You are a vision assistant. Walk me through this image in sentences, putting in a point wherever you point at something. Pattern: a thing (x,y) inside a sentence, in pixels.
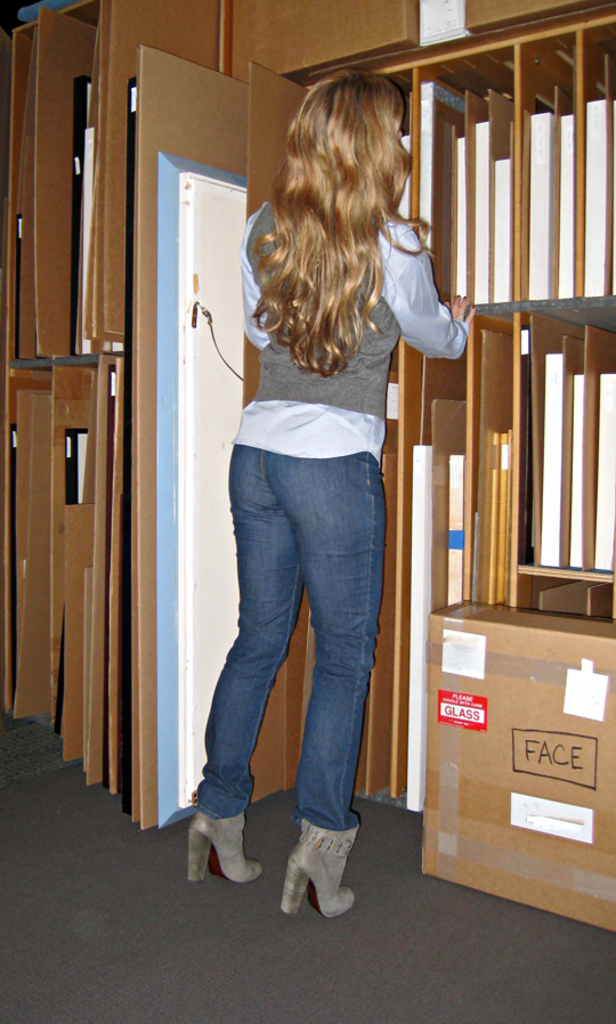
In the middle of the image (315,454) we can see a woman (296,552), in front of her we can find few wooden planks (446,129), on the right side of the image (458,723) we can see a box (451,739).
